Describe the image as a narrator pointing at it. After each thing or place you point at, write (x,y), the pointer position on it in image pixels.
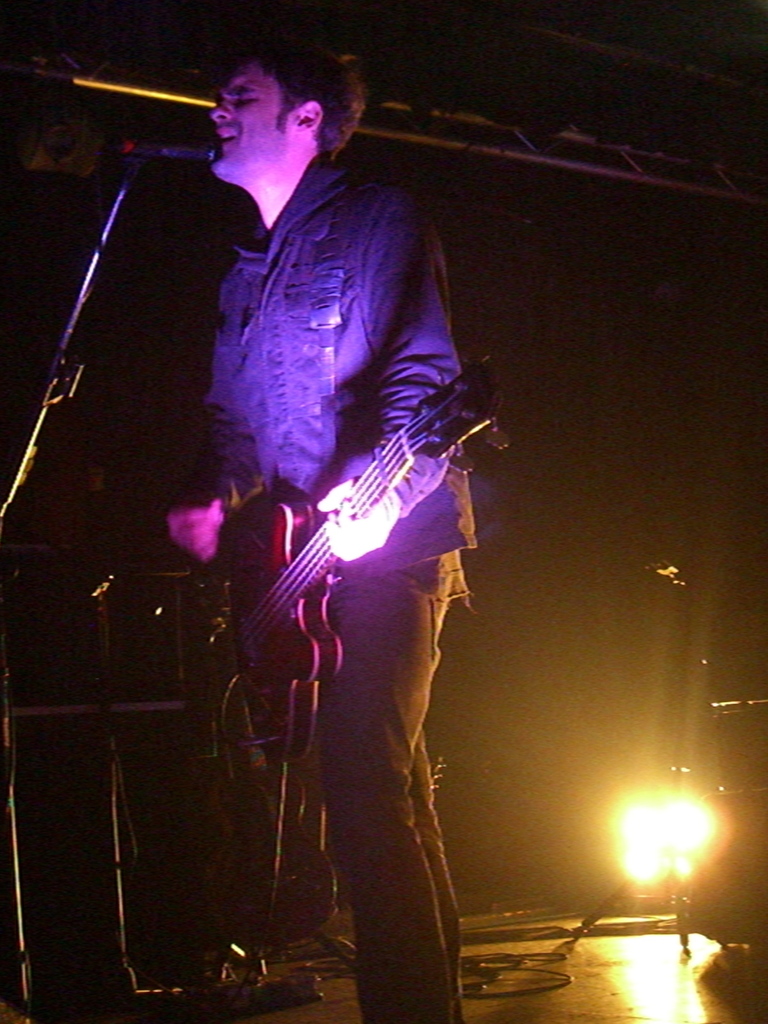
The picture is of a man (241,465) performing in a concert. The man (418,768) is standing in the center of the picture (293,553) and playing guitar (314,631). On the left (176,153) there is a microphone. On the right (610,826) there is a focus light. In the background (447,145) there is stage frame (447,145).
